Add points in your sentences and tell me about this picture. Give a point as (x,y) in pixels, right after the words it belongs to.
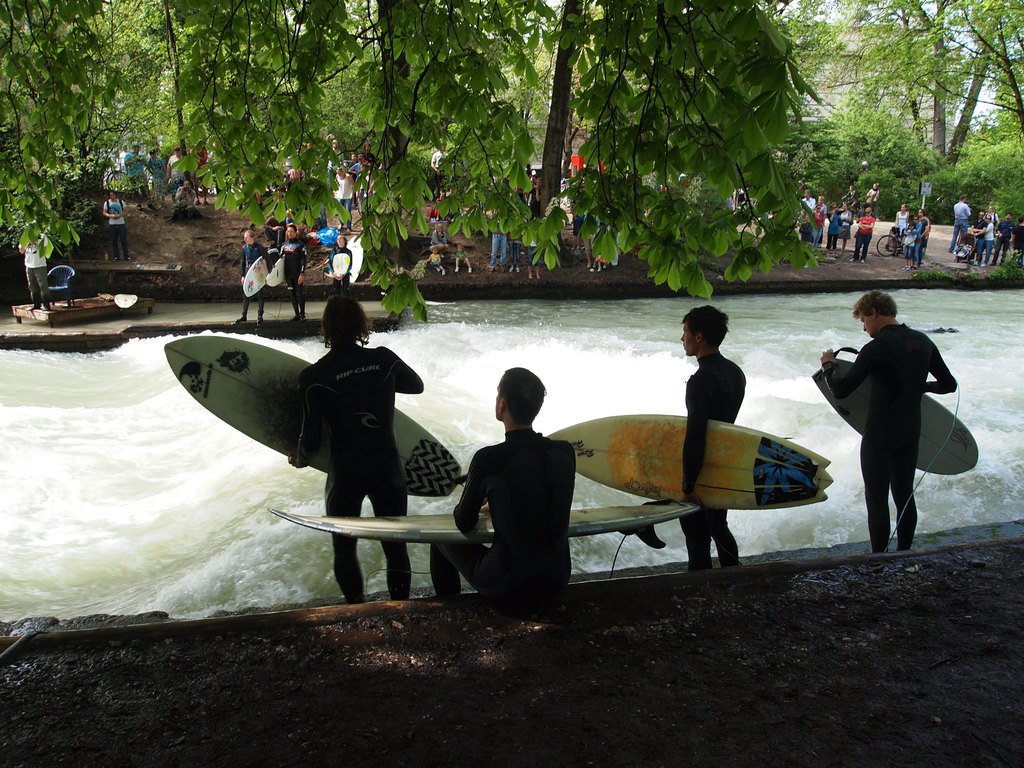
In this image I see lot of people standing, in which few of them are holding the surfboards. I can also see there is water (672,544) over here and lot of trees (901,2).
